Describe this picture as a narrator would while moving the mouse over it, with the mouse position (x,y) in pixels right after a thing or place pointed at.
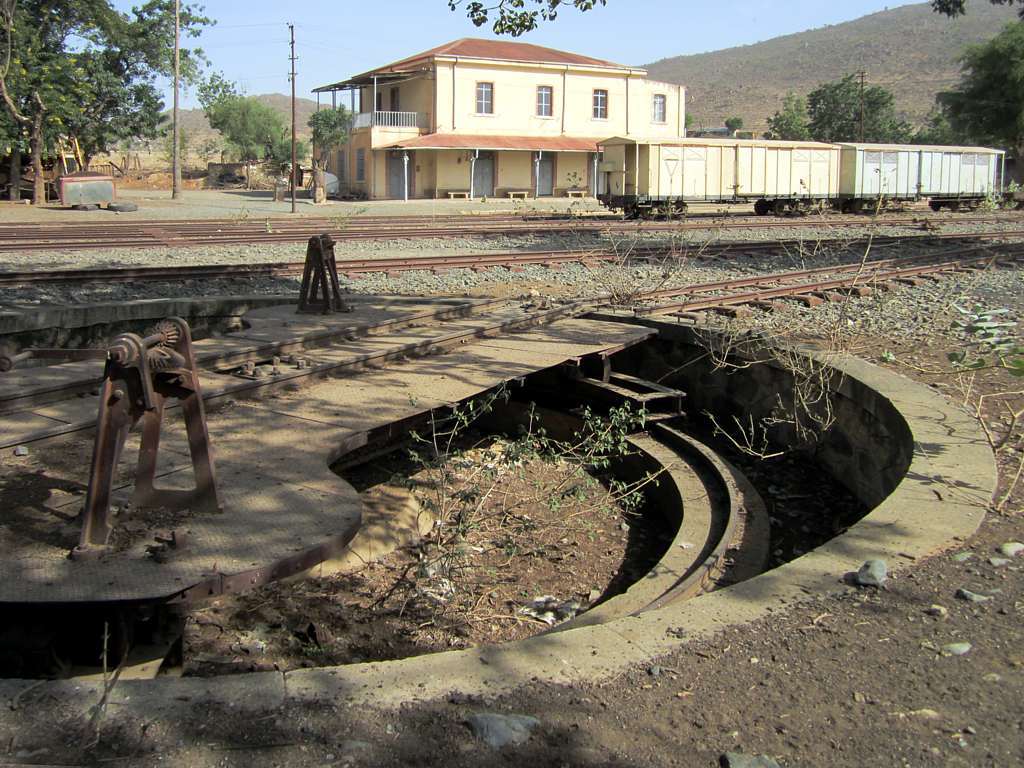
Here in this picture we can see railway tracks (173,232) present on the ground (182,213) over there and we can also see a couple of bogies (712,175) present on the track (427,222) over there and in the middle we can see a house (432,128) present over there and we can see trees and plants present all over there and in the far we can see mountains (775,62) present over there.
